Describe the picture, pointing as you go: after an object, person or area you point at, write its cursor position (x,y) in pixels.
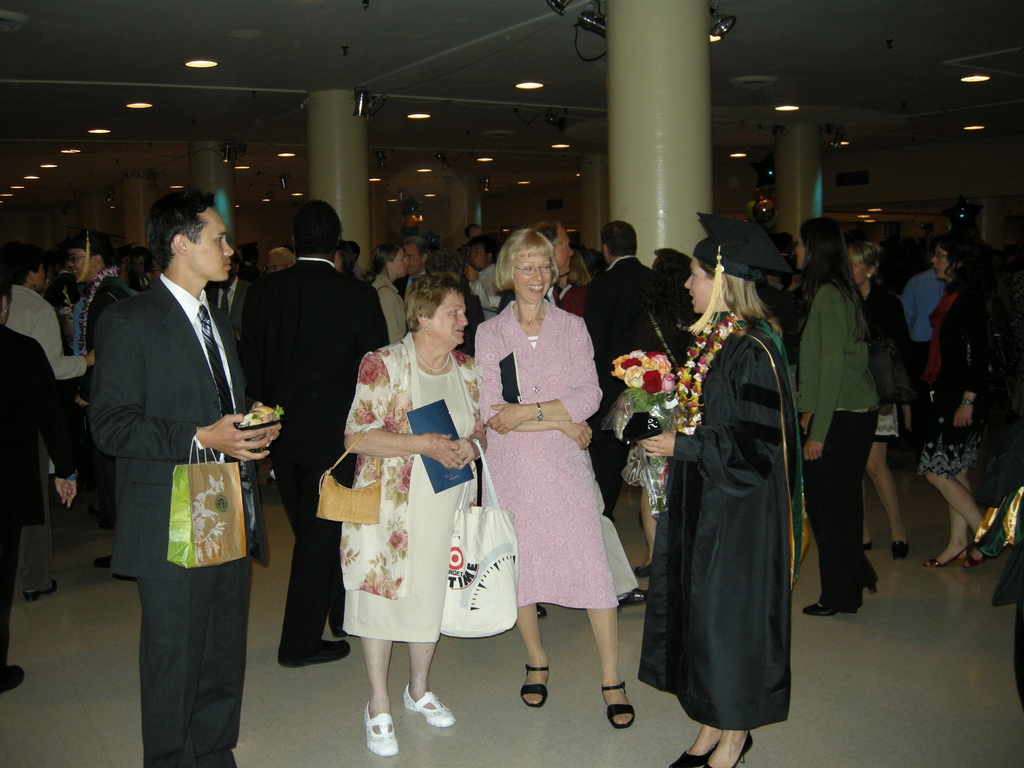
In this picture we can see a woman (723,410) wearing a cap (743,272) and garland (686,395). She is holding a flower bouquet (659,385) in her hand (674,439). We can see a few people (141,677) standing and holding objects (466,522) in their hands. There are some people (394,334) visible at the back (12,322). We can see a few pillars (626,213) and lights (367,93) are visible on top (141,202).
